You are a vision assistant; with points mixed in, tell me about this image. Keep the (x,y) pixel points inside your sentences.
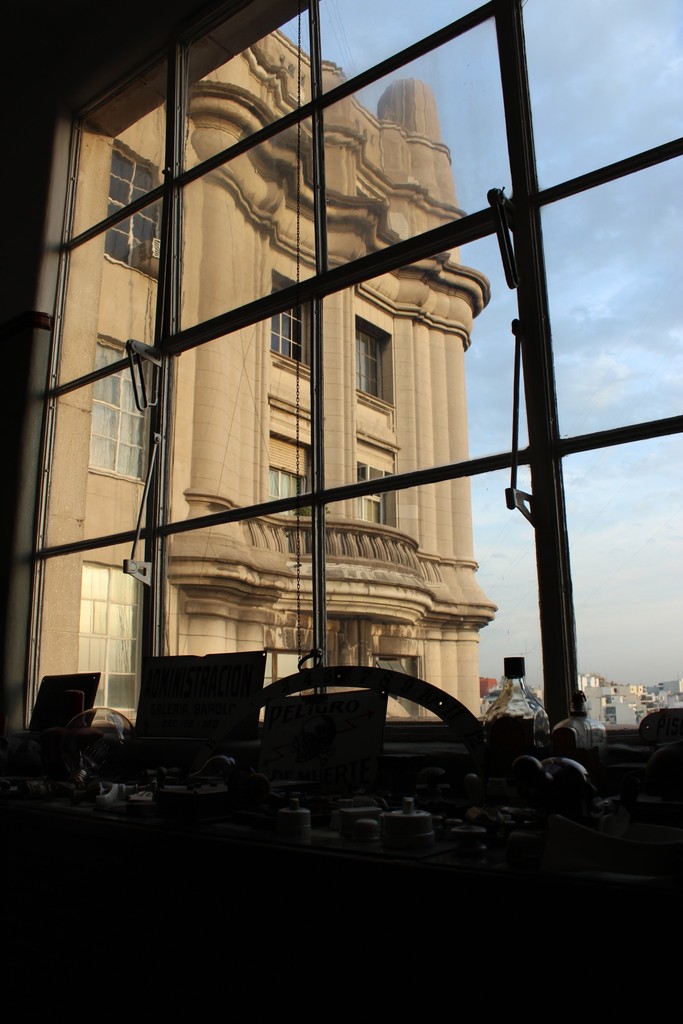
In this picture I can see, there are so many items (311,723) on the table (565,983) inside a room (8,907), and in the background (469,18) there is a window (565,684), there are houses (364,565) and there is sky (566,306).
